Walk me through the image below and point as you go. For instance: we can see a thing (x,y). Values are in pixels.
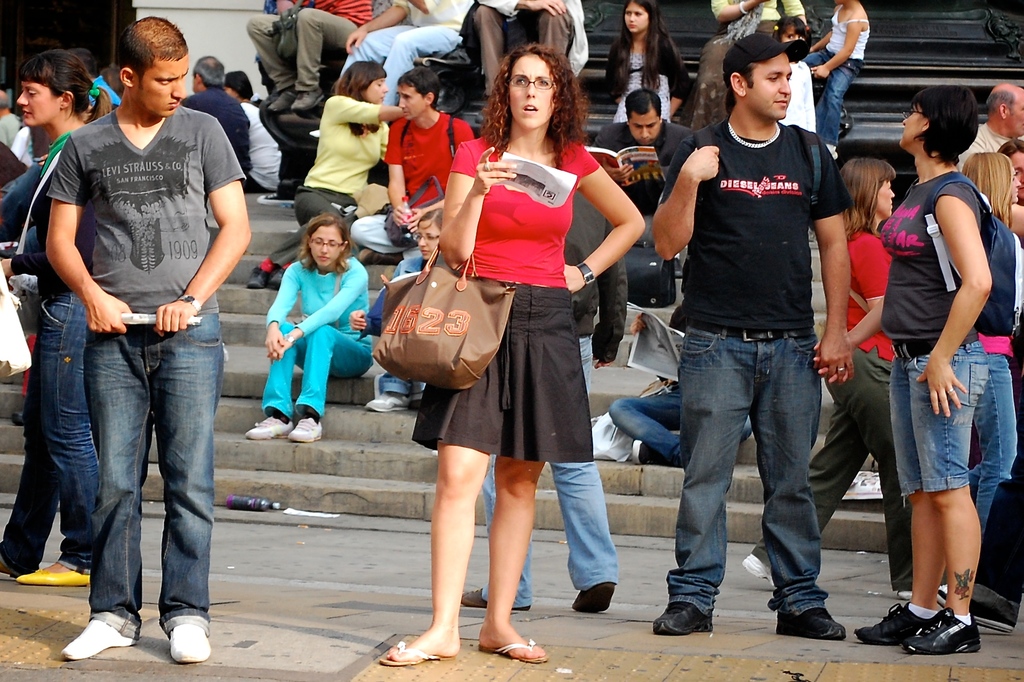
In this image we can see people (707,241) standing on the floor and sitting on the stairs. In the background (416,25) there are some people (305,34) sitting on the bench (335,71).
